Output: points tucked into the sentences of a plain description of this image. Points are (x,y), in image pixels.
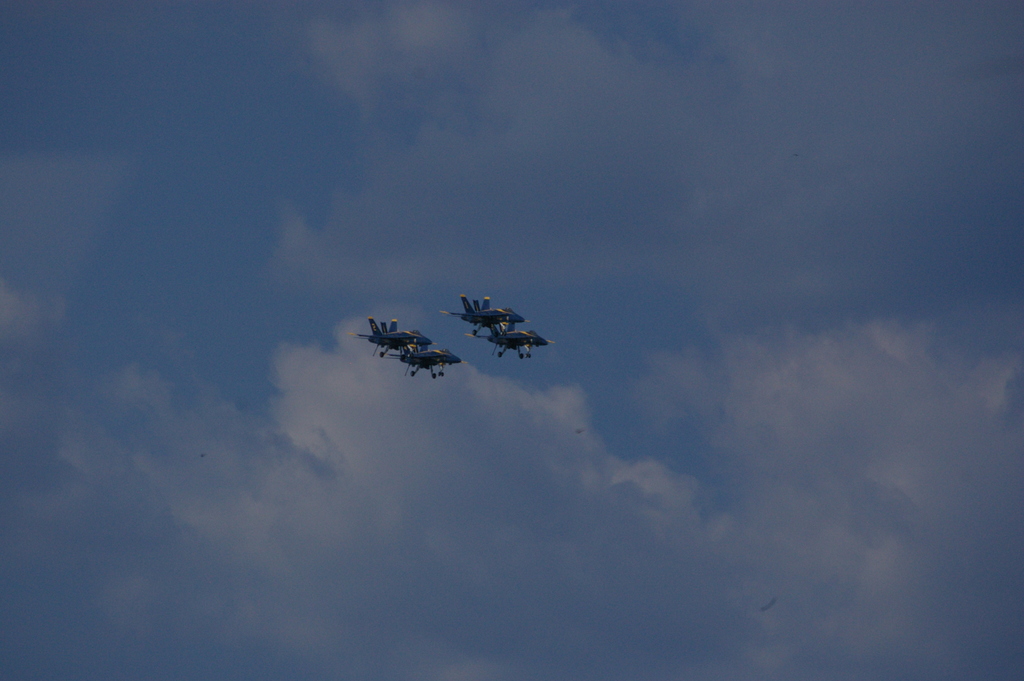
Here in this picture we can see fighter aircrafts (420,334) flying in the air (437,322) and we can see clouds (293,358) in the sky (252,236).
